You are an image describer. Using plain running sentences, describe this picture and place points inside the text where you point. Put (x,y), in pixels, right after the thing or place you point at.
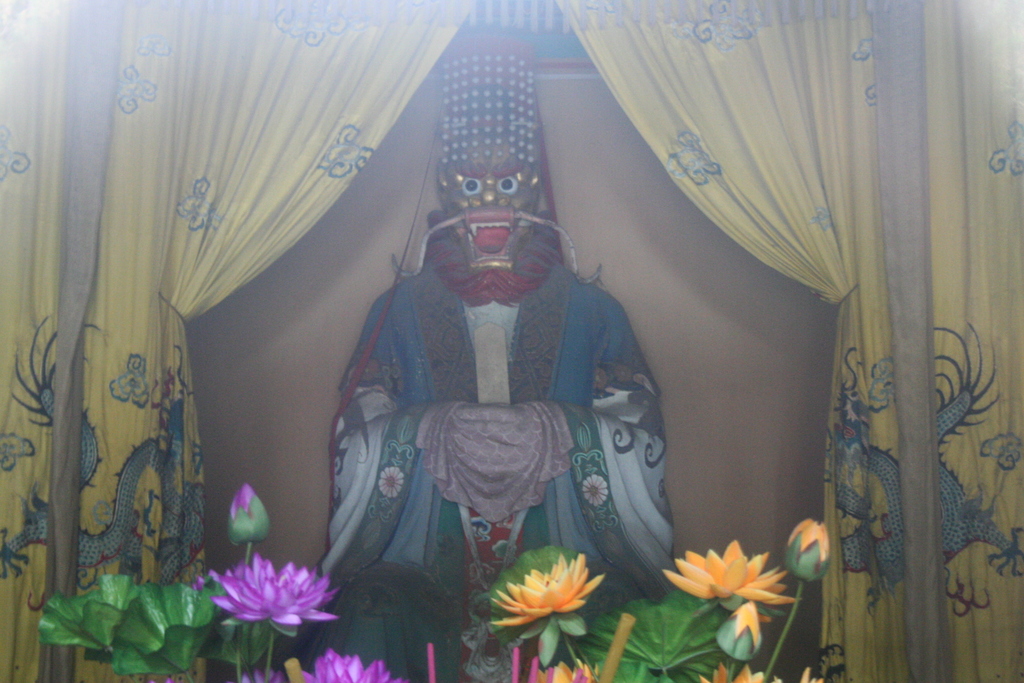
In the center of the image (559,357) there is a sculpture (529,295) and there is a curtain (120,174). At the bottom (592,648) we can see flowers (539,604).
